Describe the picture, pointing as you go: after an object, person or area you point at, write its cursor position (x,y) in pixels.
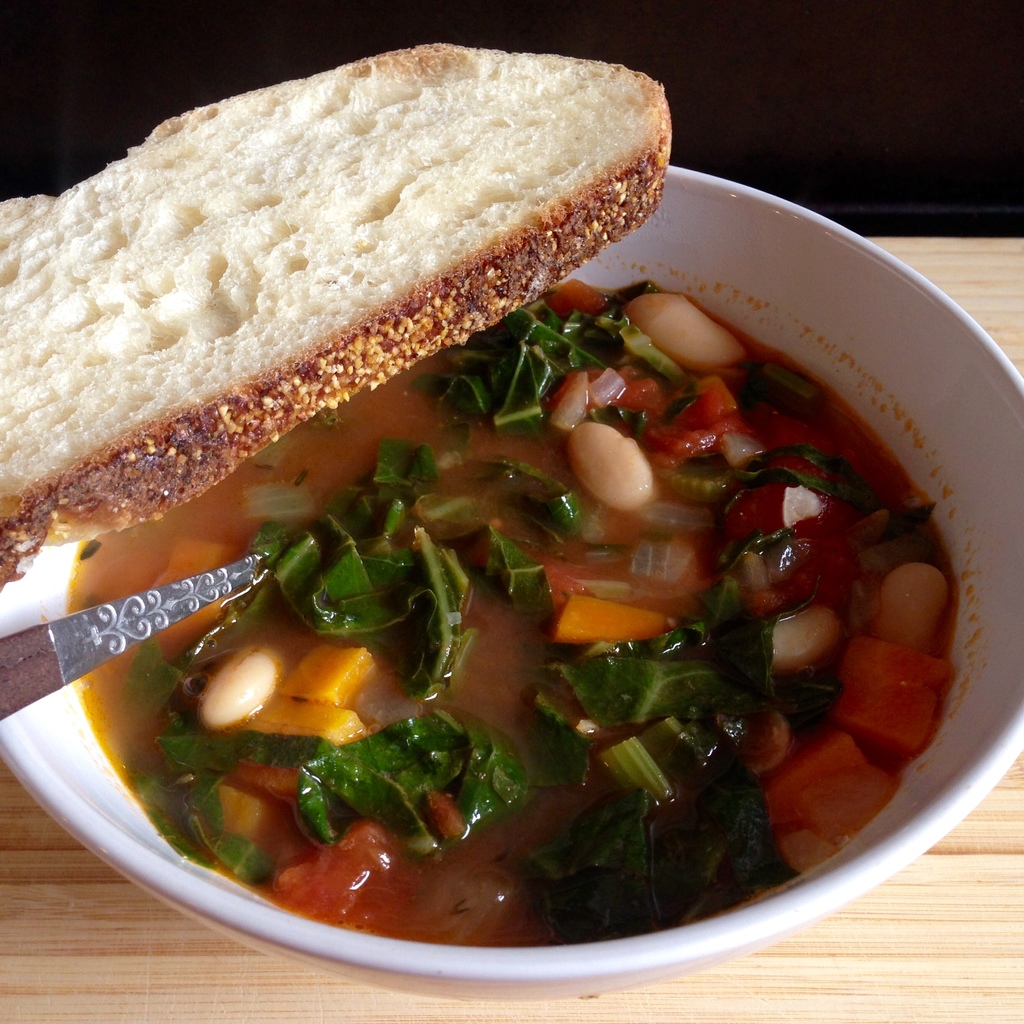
In the picture we can see a bowl (1018,579) with a soup (520,622) with a spoon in it and it is placed on the wooden plank (40,967) and on the top of the bowl (991,553) we can see the slice (33,268) of the bread (98,265).
